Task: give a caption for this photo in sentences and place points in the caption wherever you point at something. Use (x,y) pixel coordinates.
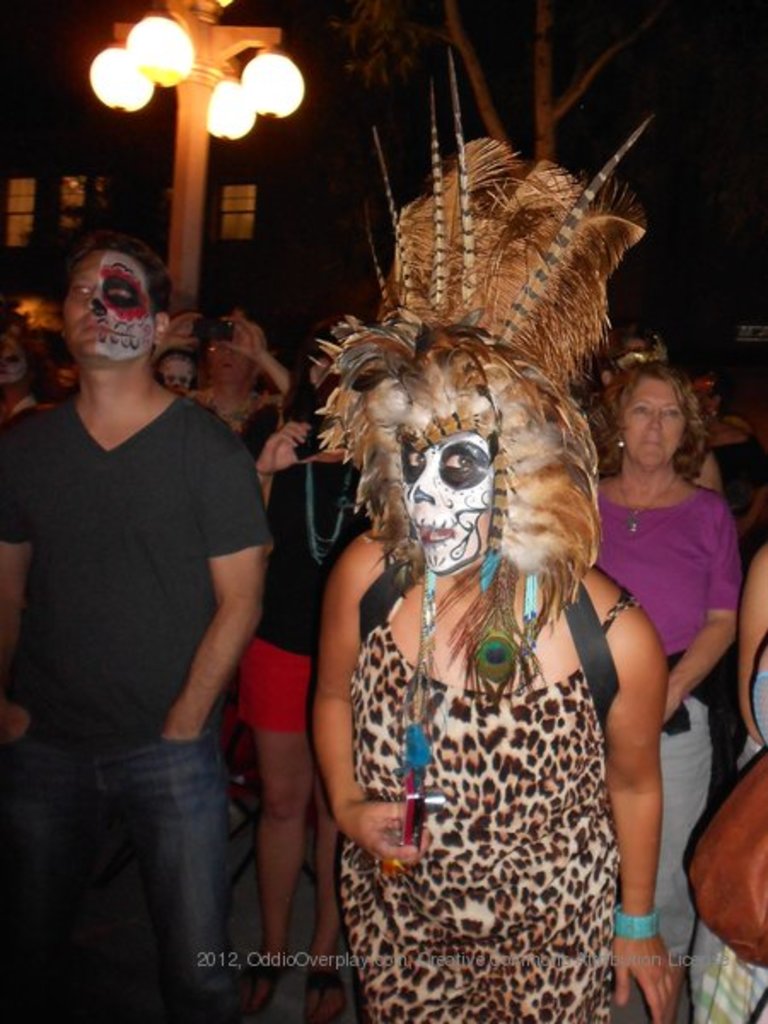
In this image we can see many people (453,492). Person (450,781) in the front (477,714) is holding a camera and wearing something on the head (413,361) with feathers (491,319). In the back (221,87) there's a light pole (255,81) and a tree (373,62). In the background (283,195) it is dark. At the bottom (370,957) something is written.
